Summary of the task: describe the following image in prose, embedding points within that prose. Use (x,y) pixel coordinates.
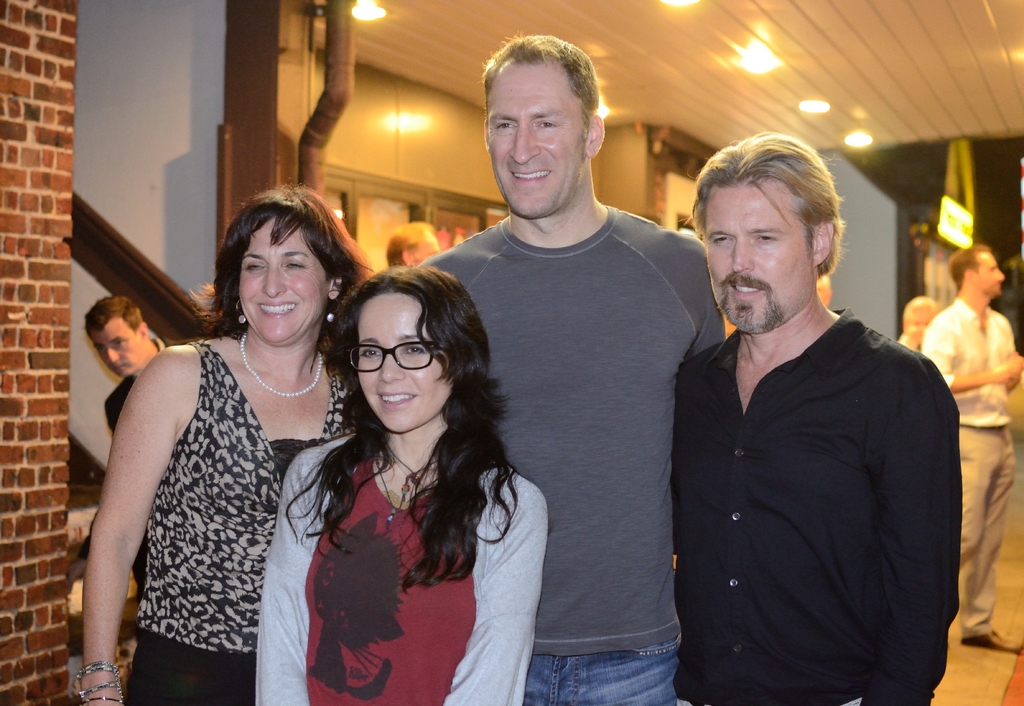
In this image, we can see a few people (346,336) standing. We can see the wall (46,313). We can also see the roof (707,79) with some lights (858,139). We can see a pole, some windows (448,205) and the ground (1008,620).
